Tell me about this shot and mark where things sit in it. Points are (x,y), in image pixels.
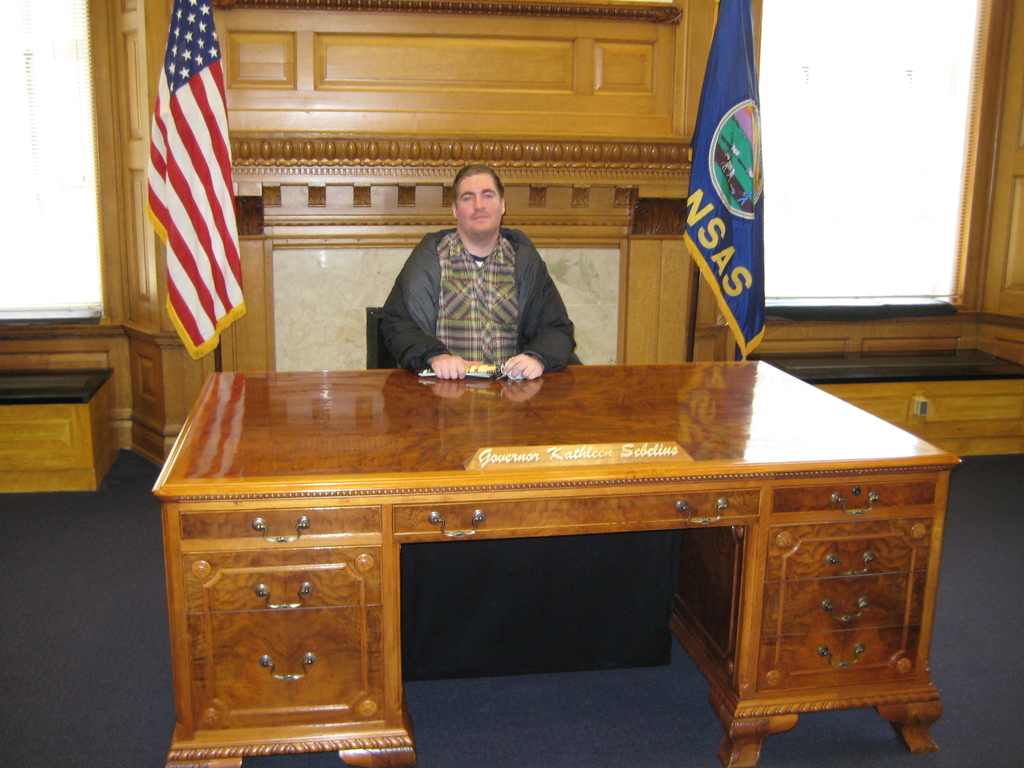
There is a man (508,269) sitting on a chair (384,327) and holding an object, in front of him we can see board (515,447) on the table (702,443), under the table (304,504) we can see drawers (362,609). we can see flags (228,177) and floor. In the background (592,182) we can see wooden wall (276,105).
